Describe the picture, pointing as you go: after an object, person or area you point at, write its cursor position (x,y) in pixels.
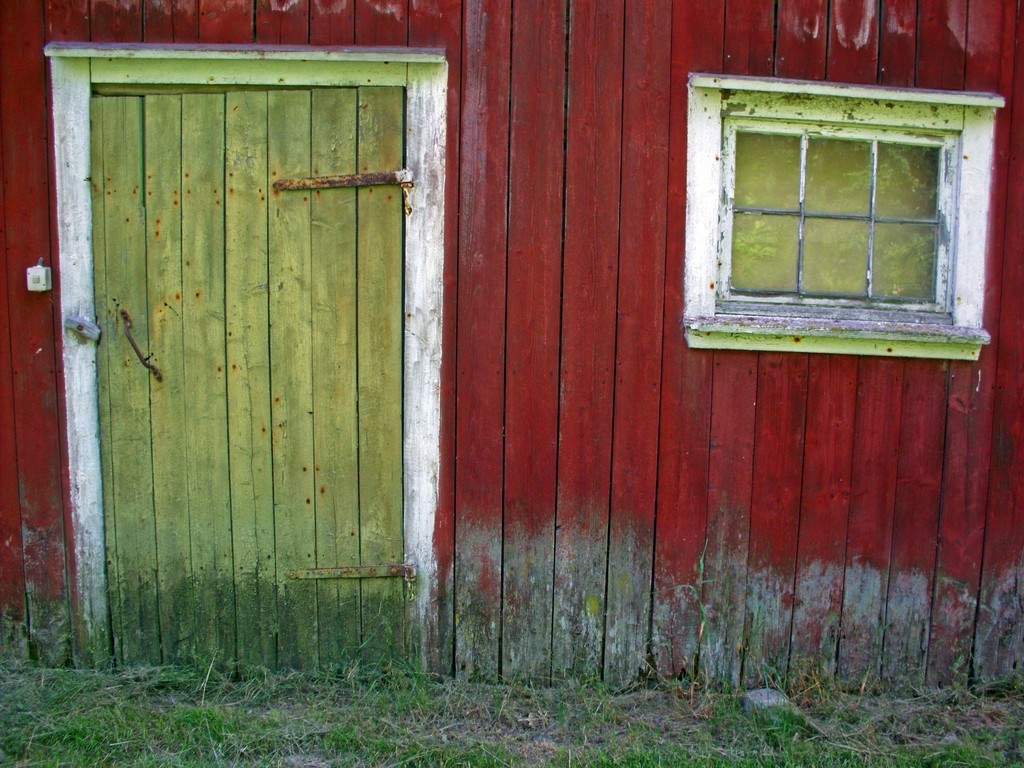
It is a wooden house (590,298), on the left side (234,259) there is a wooden door (310,346). On the right side (931,145) it is a glass window (861,210).
